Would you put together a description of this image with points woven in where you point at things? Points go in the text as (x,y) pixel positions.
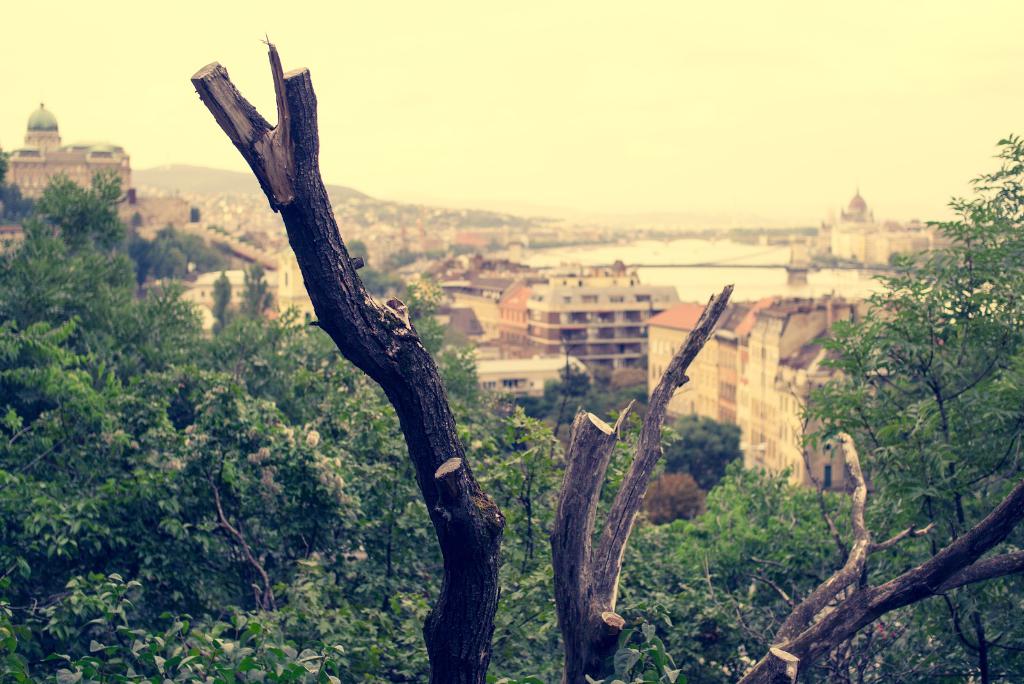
In this image I can see trees (691,446) and branch (860,489). Back Side I can see buildings (607,302) and water (721,277). We can see a fort (55,156). The sky (572,62) is in white color.
